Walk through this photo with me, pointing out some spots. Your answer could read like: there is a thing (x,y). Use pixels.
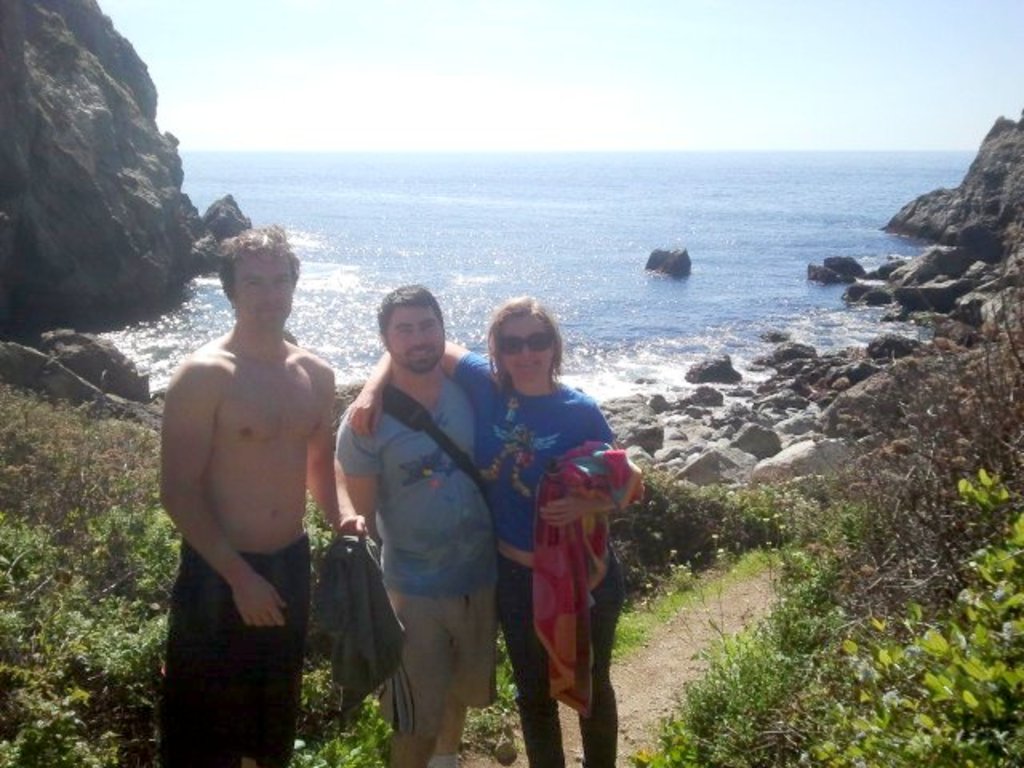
In this picture we can see two men (357,498) and a woman (496,530) are standing and smiling, this woman (515,460) is holding a cloth (572,492), at the bottom (838,519) there are some plants (782,528), we can see water (607,209) and rocks (942,301) in the middle (581,314), on the left side (70,132) there is a hill (58,136), we can see the sky (794,37) at the top of the picture (403,72).
